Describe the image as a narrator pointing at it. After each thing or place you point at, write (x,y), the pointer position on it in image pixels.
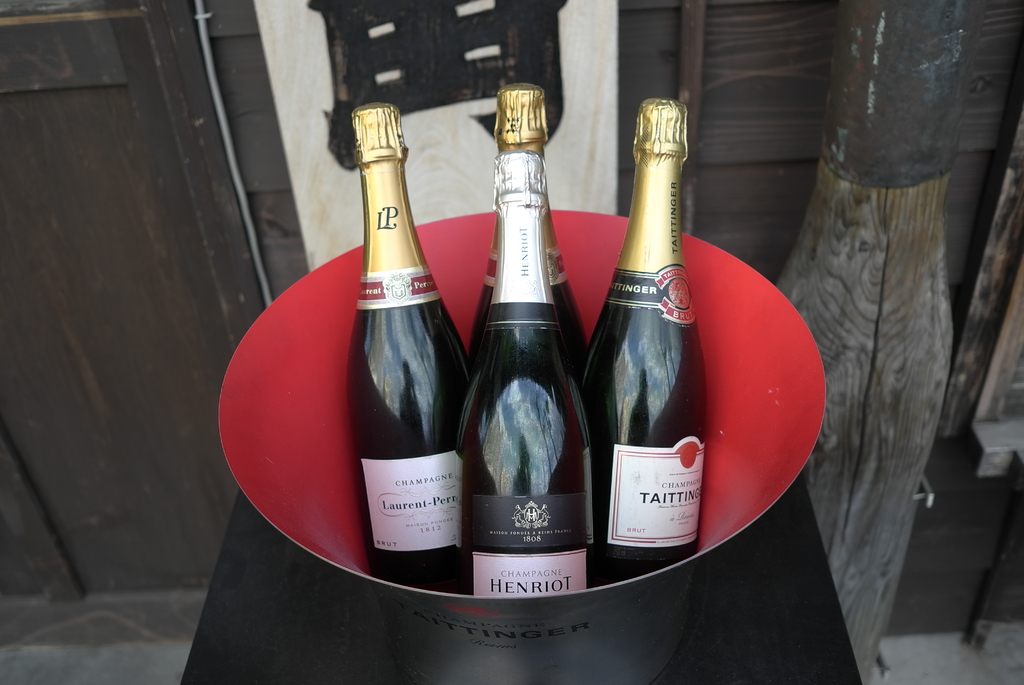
In this picture, we can see bottles (510,273) in bucket (606,643), and we can see the ground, some objects (808,672) on the ground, and we can see the wall (972,201) with door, and we can see some object (903,36) on the right side of the picture (885,78).
